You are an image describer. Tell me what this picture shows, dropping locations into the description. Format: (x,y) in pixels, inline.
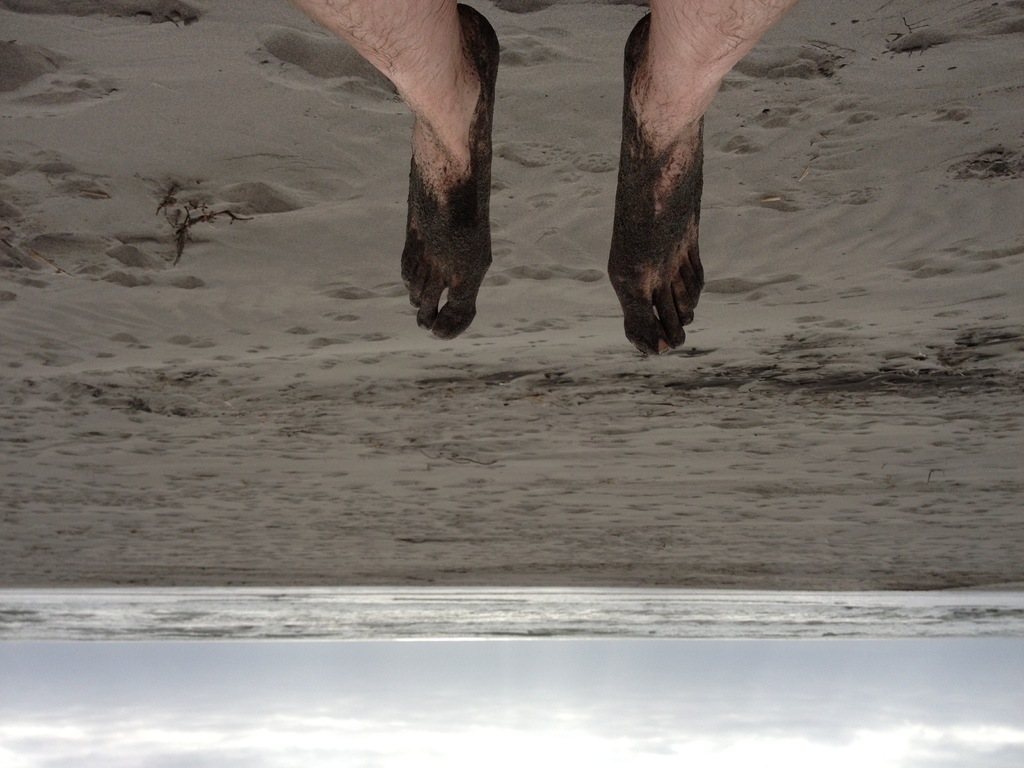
In this image we can see person's legs (630,216) on the sand (713,326), sea (264,621) and sky (565,706) with clouds (429,704).
